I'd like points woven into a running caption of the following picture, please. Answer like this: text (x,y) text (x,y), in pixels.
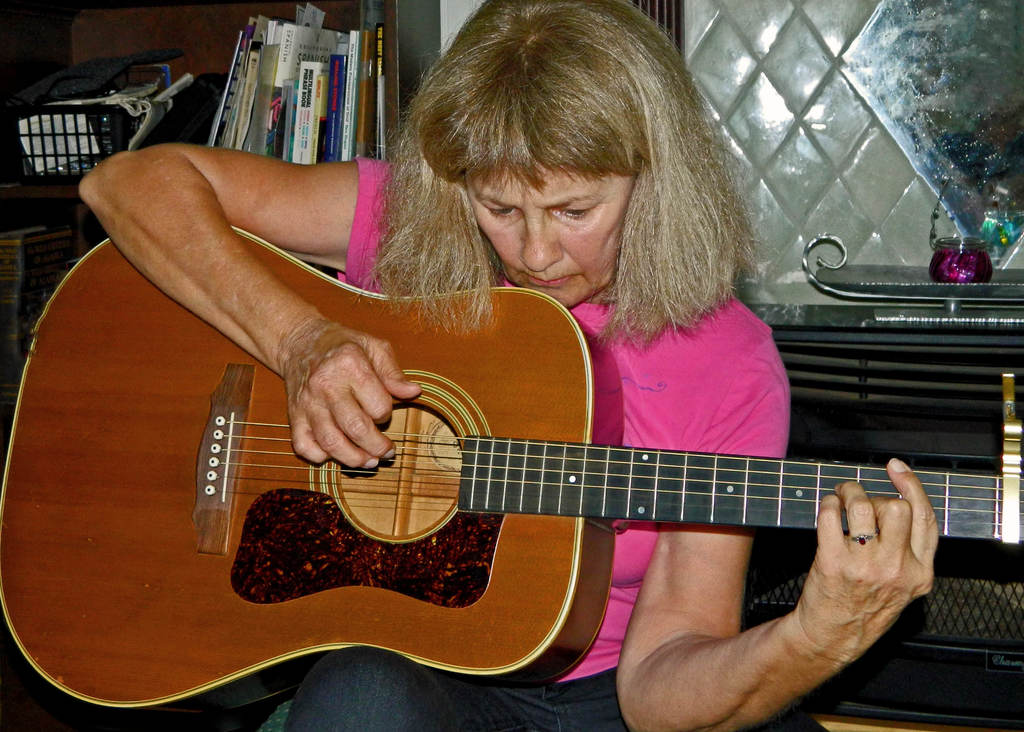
In this image there is a woman (667,724) sitting and playing the guitar (592,502), and at back ground (5,239) there are books (241,102), box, plate (937,284), jar (949,250), wall (690,6).
